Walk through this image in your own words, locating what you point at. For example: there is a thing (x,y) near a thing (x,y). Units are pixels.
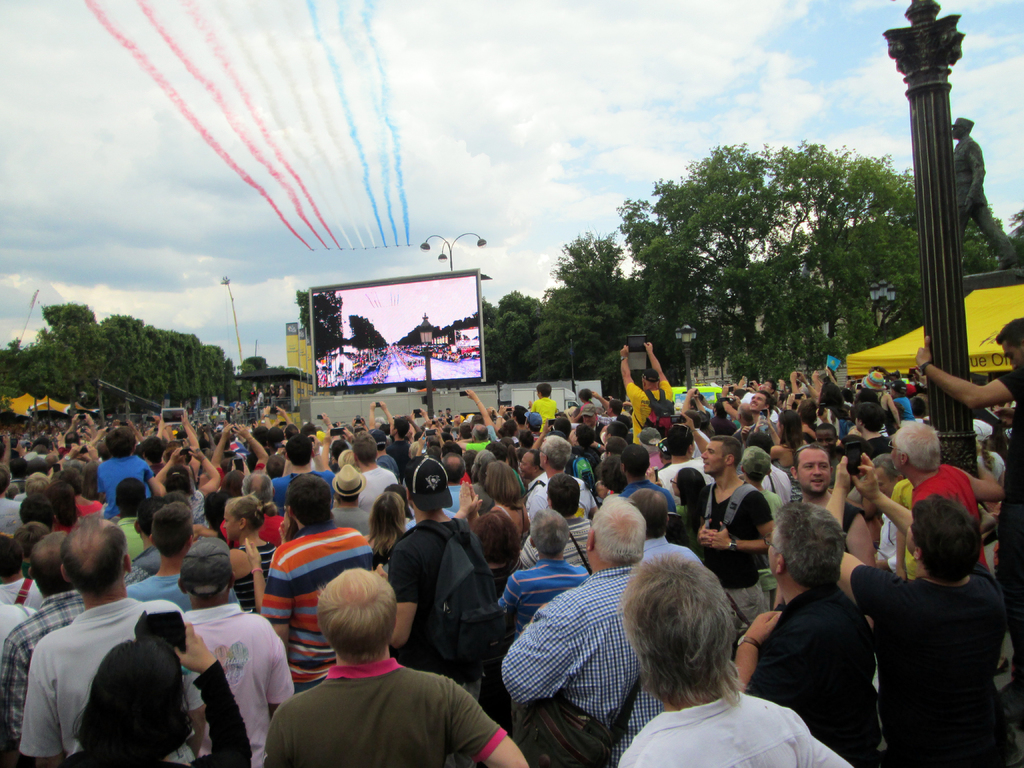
In this image, we can see persons (146,577) wearing clothes (235,699). There is a pole (939,361) and statue (970,211) on the right side of the image (962,356). There are jets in the sky (354,243). There is a screen (398,362) and some trees (516,362) in the middle of the image (495,344).
